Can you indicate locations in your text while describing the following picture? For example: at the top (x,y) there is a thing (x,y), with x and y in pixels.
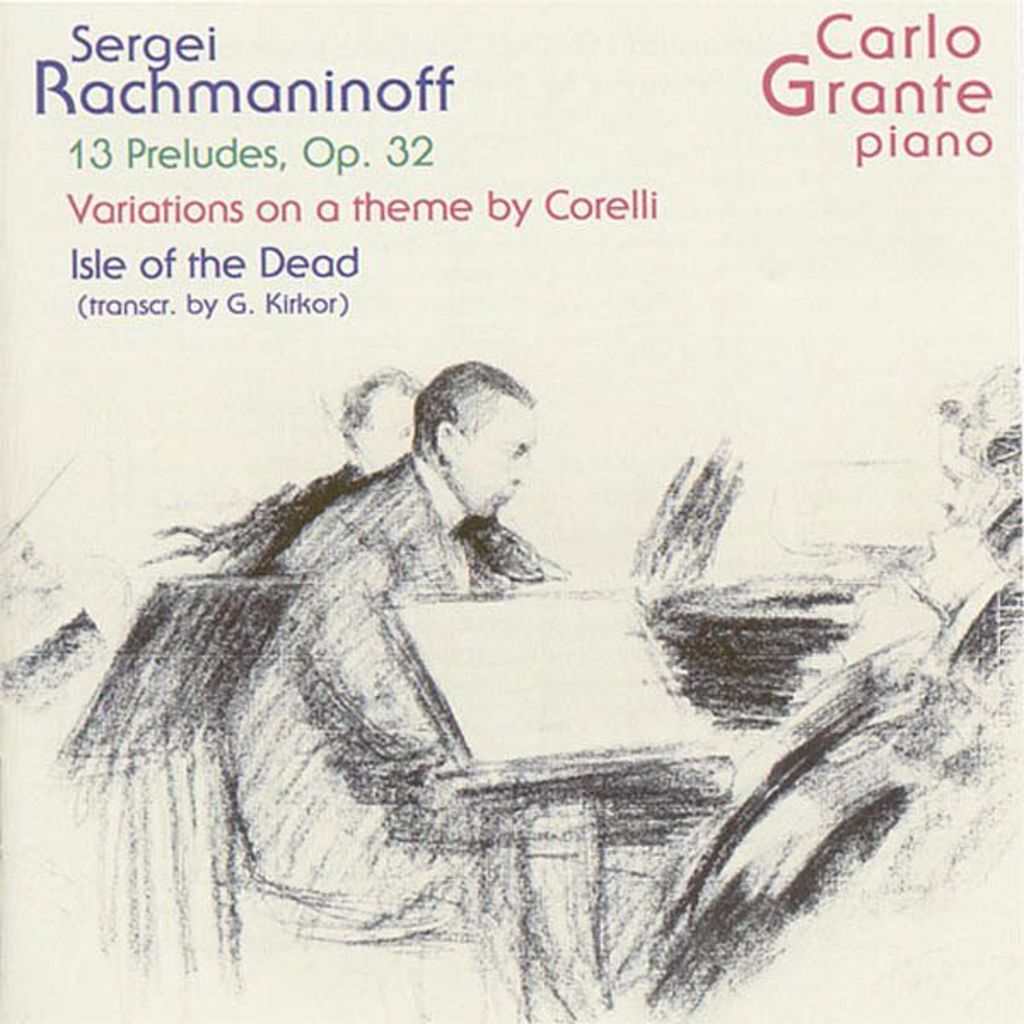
We can see drawing (384,762) of people (389,394) and we can see text (888,43).
